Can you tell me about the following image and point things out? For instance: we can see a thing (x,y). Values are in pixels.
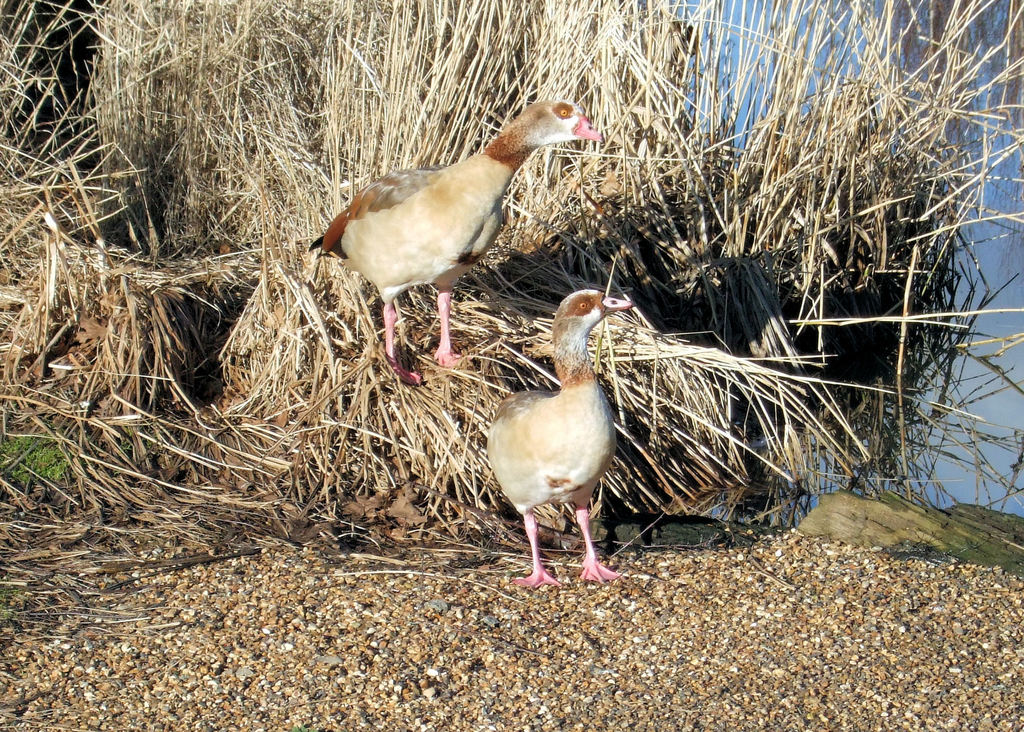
In this picture there are two ducks (483,187) who are standing near to the grass (444,444). On the right (992,162) there is a water (1015,270). On the left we can see the green grass (48,449). In the bottom left (274,621) we can see the stone (847,573).
